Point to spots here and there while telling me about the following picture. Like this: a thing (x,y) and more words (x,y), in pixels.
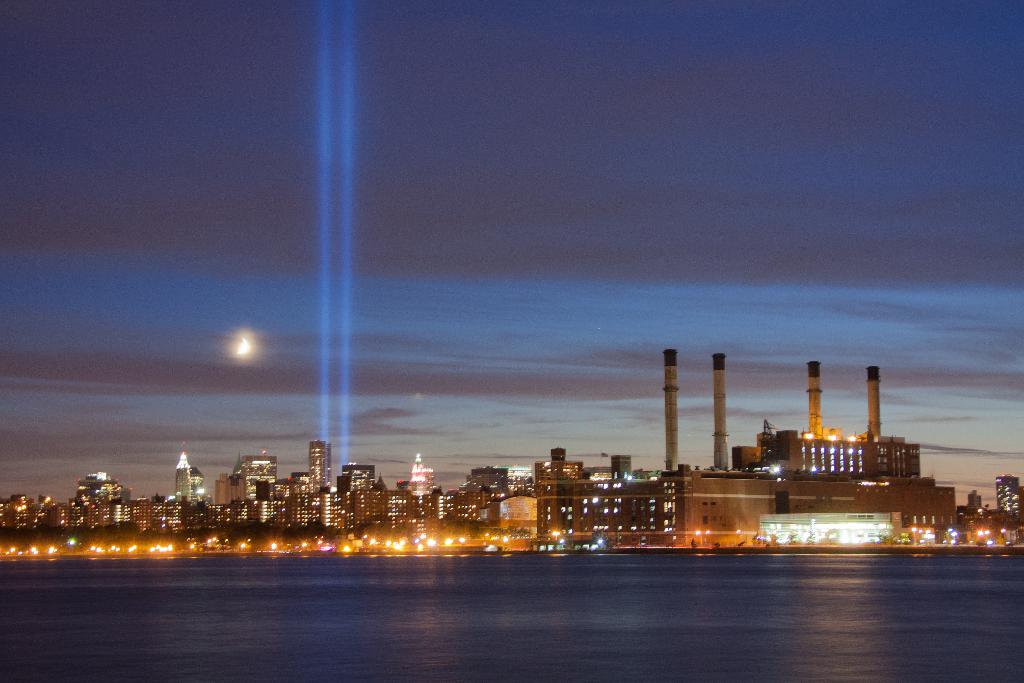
The image is captured in the night time, it is a beautiful city (582,478) and it has many houses (23,509), buildings (717,475) and tall towers (196,472). The city (230,496) is very colorful with bright lights (184,490) and in front of the city (388,527) there is a sea (920,635).
